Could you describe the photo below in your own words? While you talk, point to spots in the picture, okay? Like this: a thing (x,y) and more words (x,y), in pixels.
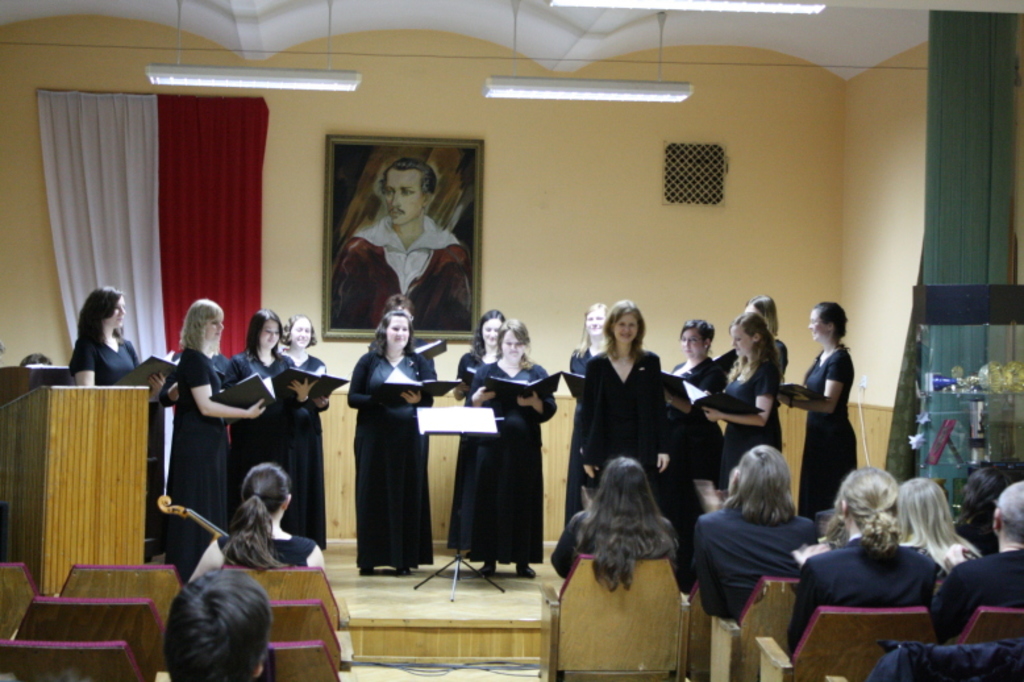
On the left side (277,526), there are persons (253,552) sitting on chairs (268,588). On the right side (948,570), there are persons (739,568) sitting on chairs (604,677). In the background (821,356), there are persons (622,354) smiling, holding books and standing on a stage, in front of them, there is a stand (449,429), there is a photo frame (455,177) on the wall (552,234), there are lights (562,2) attached to the roof (596,14) and there is a curtain (214,164).
